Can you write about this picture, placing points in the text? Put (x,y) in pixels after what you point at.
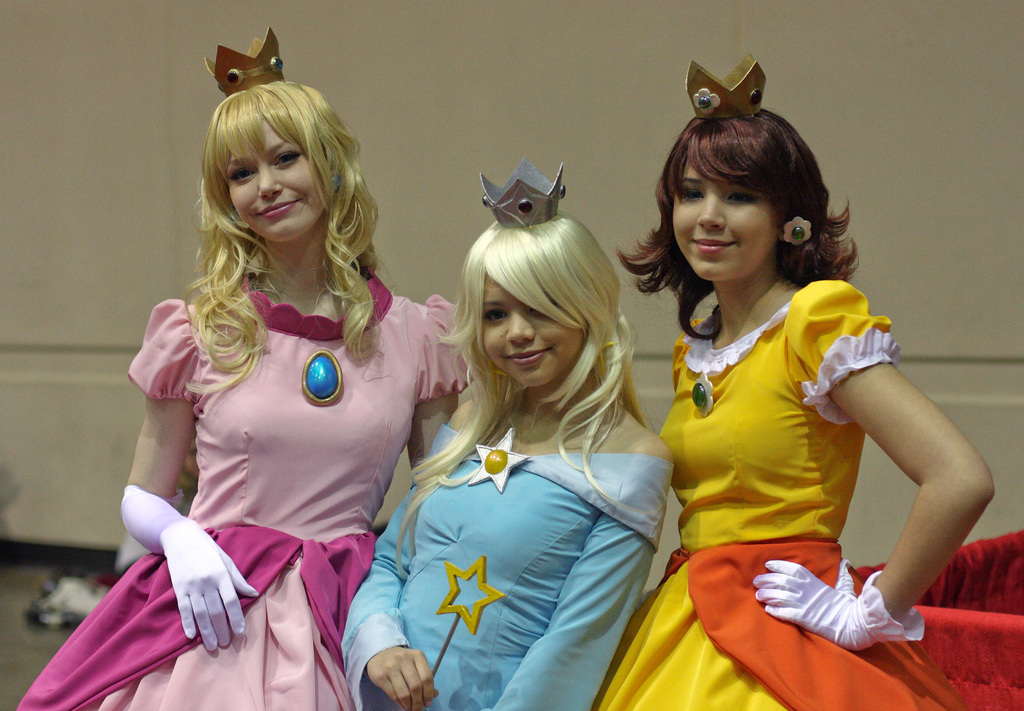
In the front of the image (245,414) I can see three people (318,606) are standing, smiling and wore crowns (701,85). In the background of the image (472,163) there is a wall (429,190) and objects (933,603).
